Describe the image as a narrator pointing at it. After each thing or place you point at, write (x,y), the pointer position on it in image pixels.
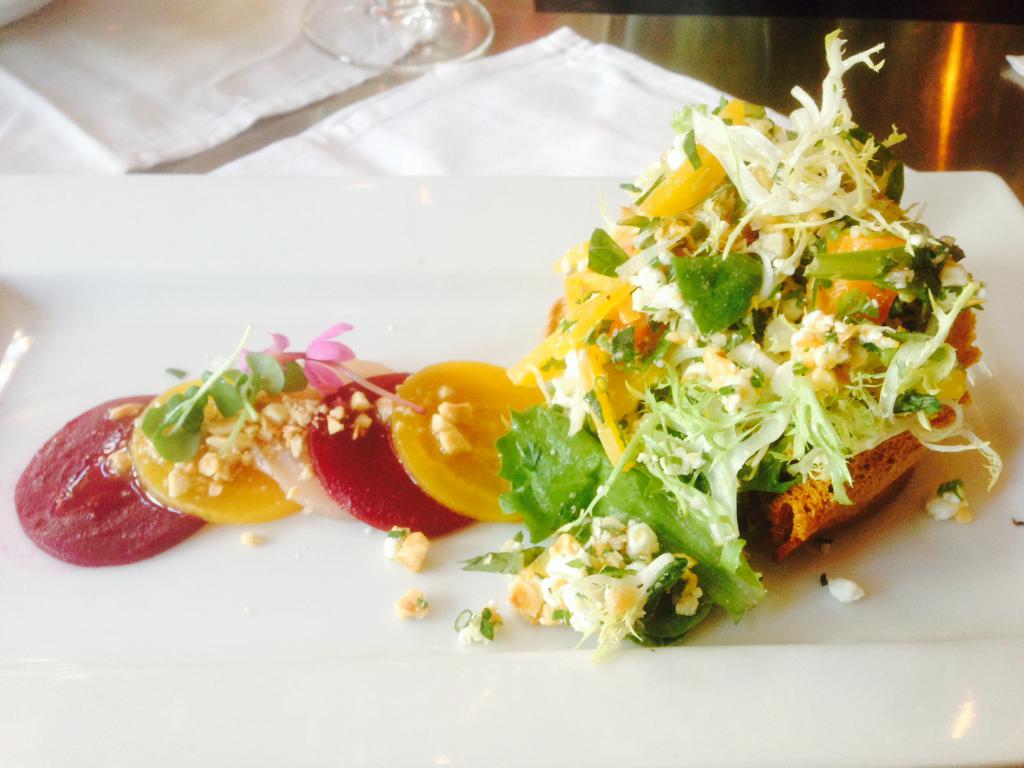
In this image there is some food item (635,401) placed on the plate (59,300), in front of that there is a glass (319,22) and napkins (78,39) on the table (732,67).
